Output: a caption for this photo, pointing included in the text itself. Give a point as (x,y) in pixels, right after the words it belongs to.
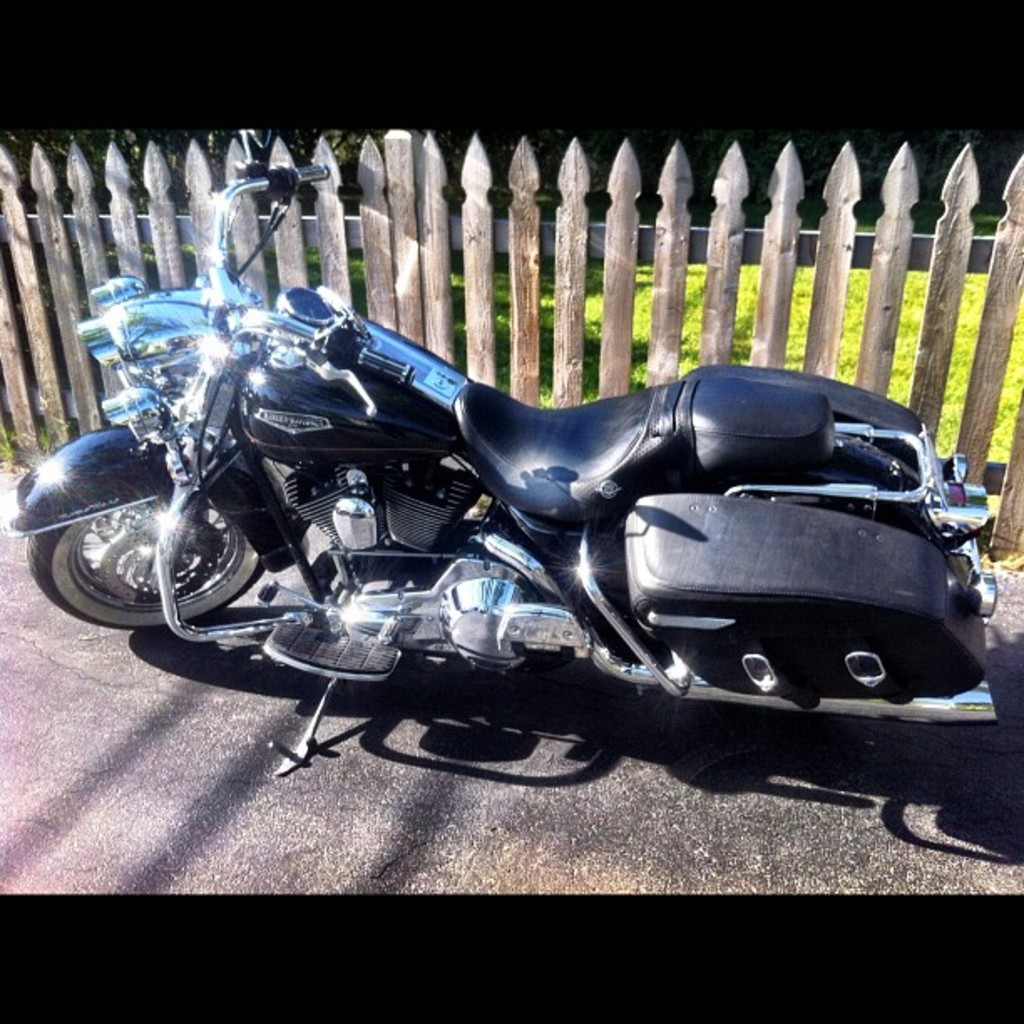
This image is taken outdoors. At the bottom of the image (152,823) there is a road (133,771). In the background (391,253) there is a wooden fence (527,265) and there is a ground (846,316) with grass (971,353) on it. In the middle of the image (438,492) a bike (345,472) is parked on the road (703,754).
